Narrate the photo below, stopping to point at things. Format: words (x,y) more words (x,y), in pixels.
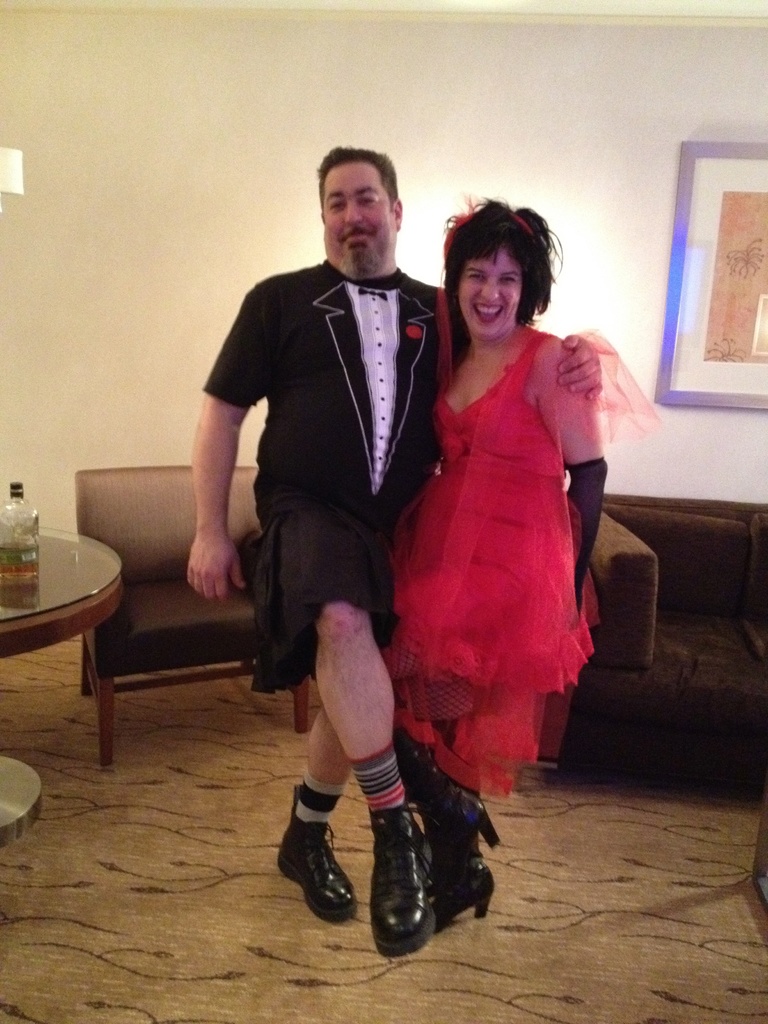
As we can see in the image there is a wall (96,139), photo frame (753,153), sofas (655,618), table (79,568) and two people (423,506) standing over here. On table (60,615) there is a bottle (20,573).
